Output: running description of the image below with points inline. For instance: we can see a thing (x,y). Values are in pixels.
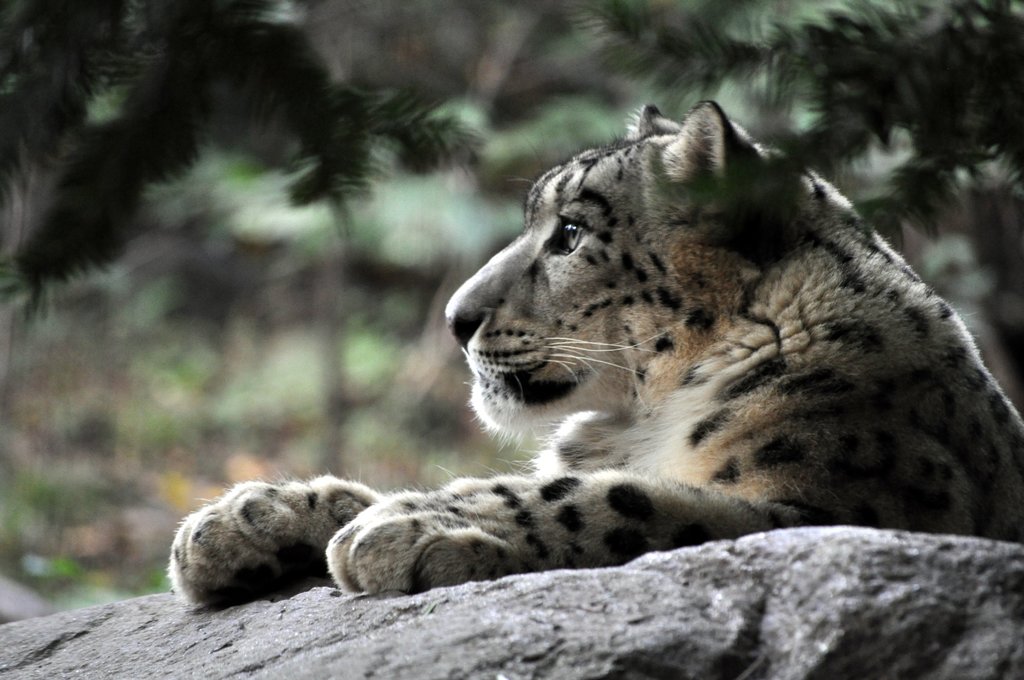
In this image there is a snow leopard (645,367) which kept its hand (353,537) on the stone (328,613). In the background (287,167) there are trees (422,115).
